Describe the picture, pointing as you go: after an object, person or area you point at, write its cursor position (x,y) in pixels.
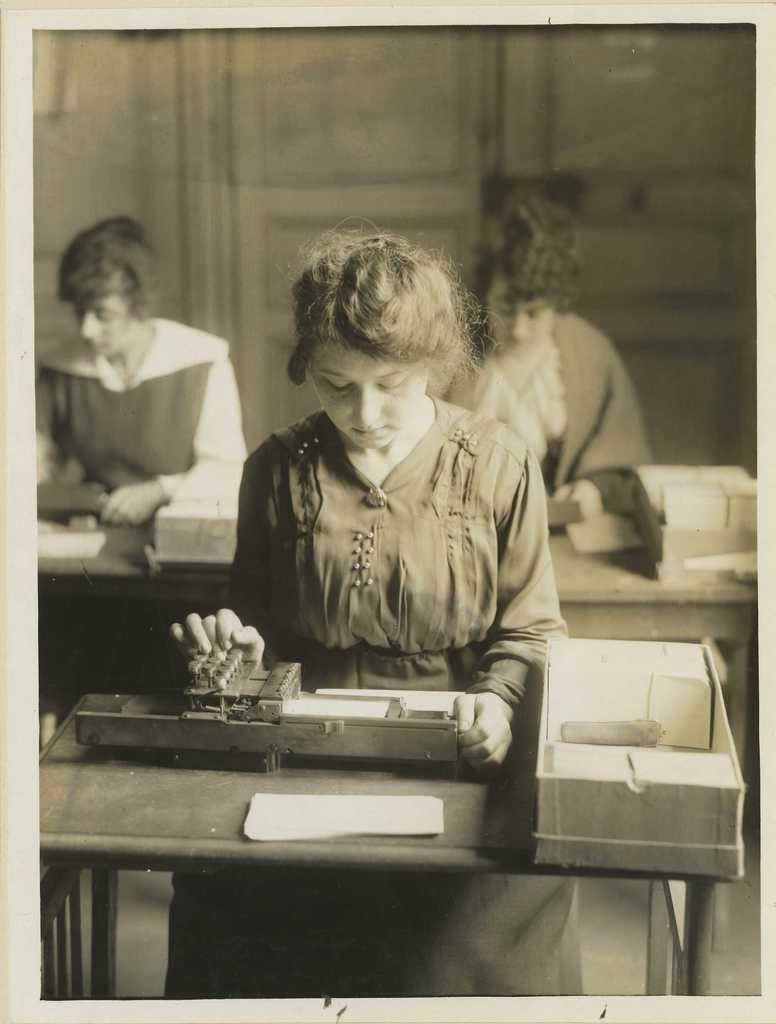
This picture shows a girl (430,588) sitting in the chair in front of a table (273,793) on which one equipment (440,745) was placed. In the background (143,412) there are two members (537,367) sitting in the chairs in front of a table (612,555). We can observe a wall (393,156) here.
